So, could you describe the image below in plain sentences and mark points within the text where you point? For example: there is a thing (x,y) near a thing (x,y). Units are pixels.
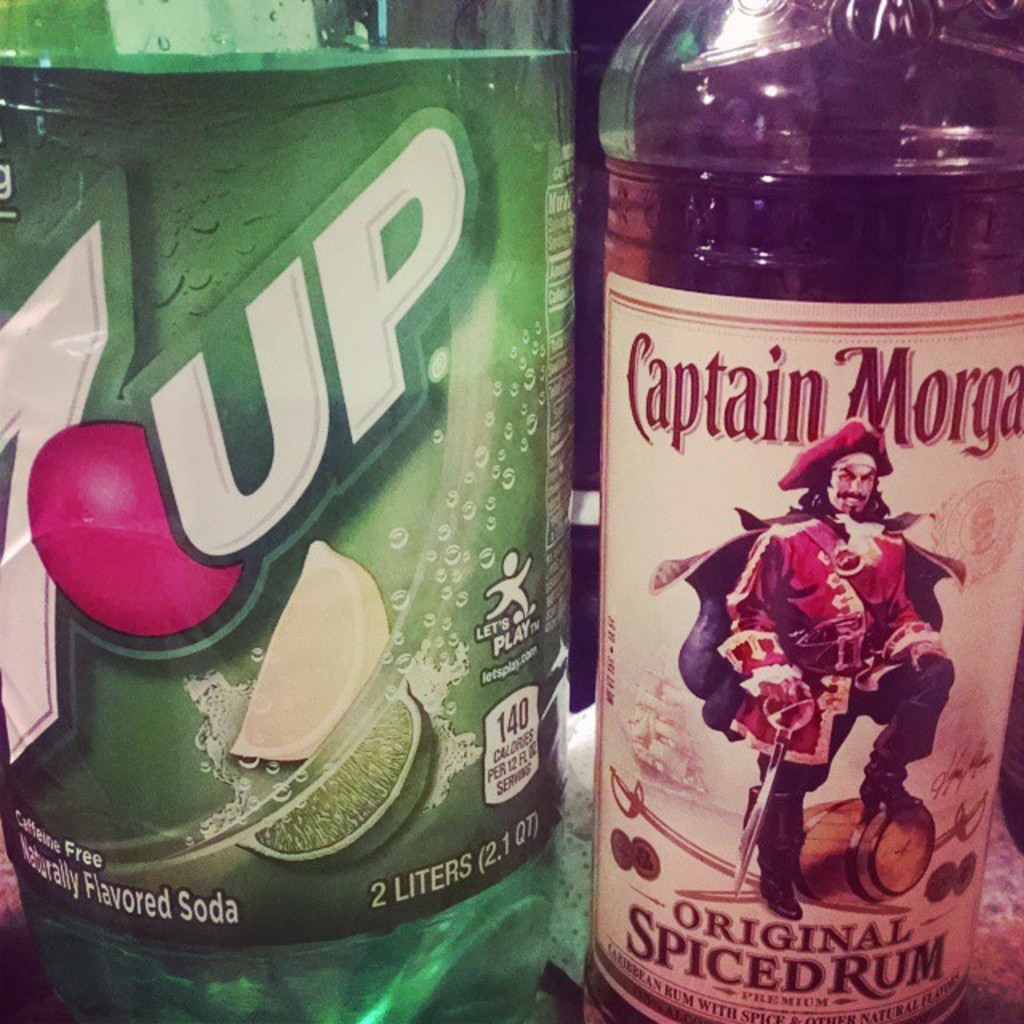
In this image, there are two bottles (340,648). These two bottles (443,454) has labels (610,429) and contains some text (562,599).
